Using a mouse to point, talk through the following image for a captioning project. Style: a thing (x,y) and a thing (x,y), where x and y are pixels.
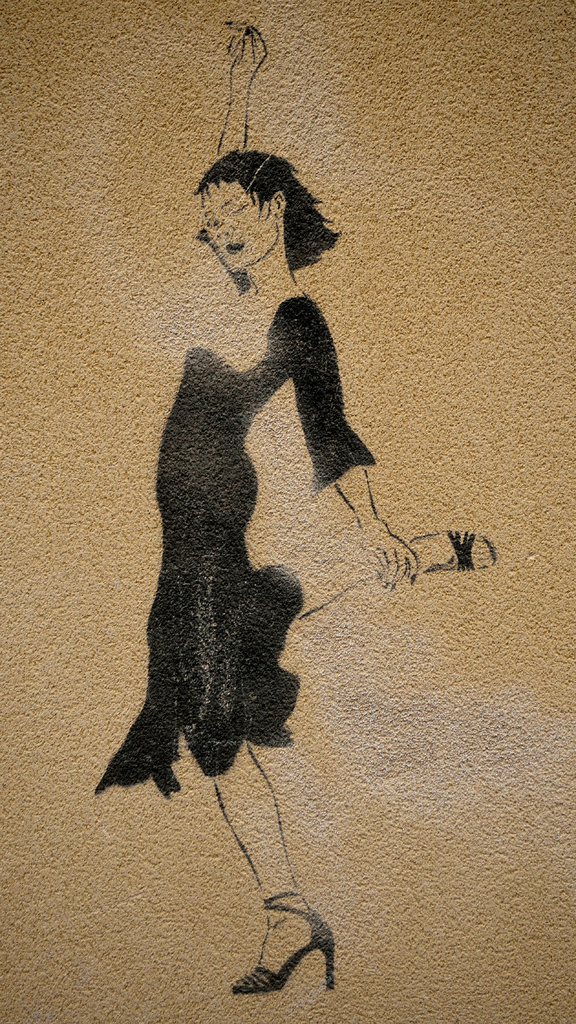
In this picture we can see a painting (236,115) of a woman (267,174) on a surface (508,538) and this woman (230,715) wore sandals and standing.
